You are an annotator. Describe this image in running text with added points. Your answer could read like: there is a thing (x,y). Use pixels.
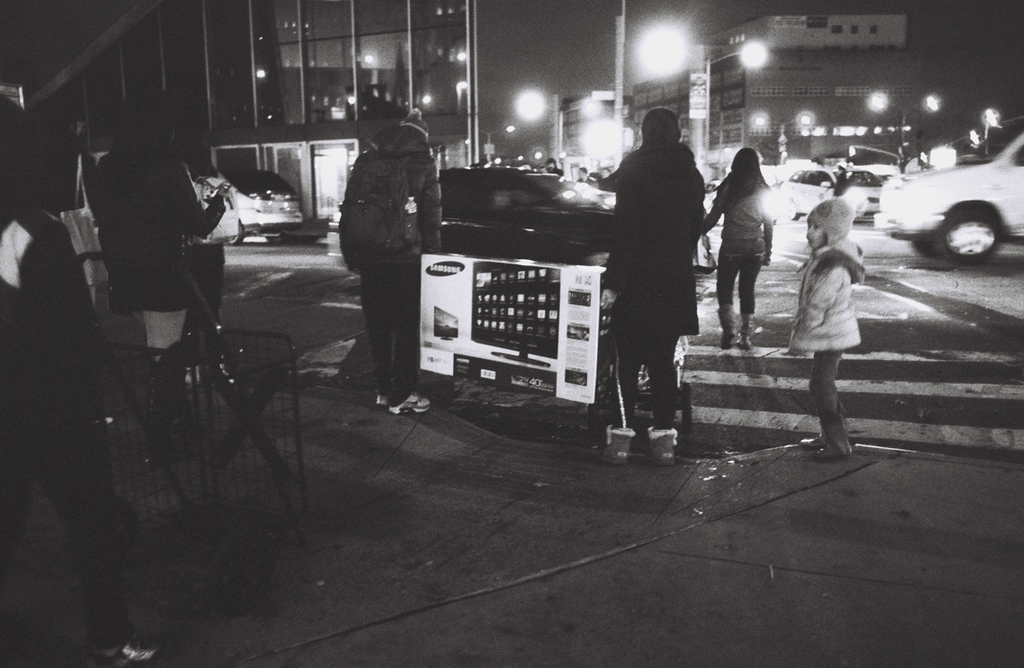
In this image there are persons (665,163) carrying a tv (488,299) and there is a person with a cart (233,375) and few more persons (809,297) are walking on the road (848,405). In the background (702,64) there are many buildings (731,112), light poles (621,85) and cars (267,234). The image is taken in night mode.
